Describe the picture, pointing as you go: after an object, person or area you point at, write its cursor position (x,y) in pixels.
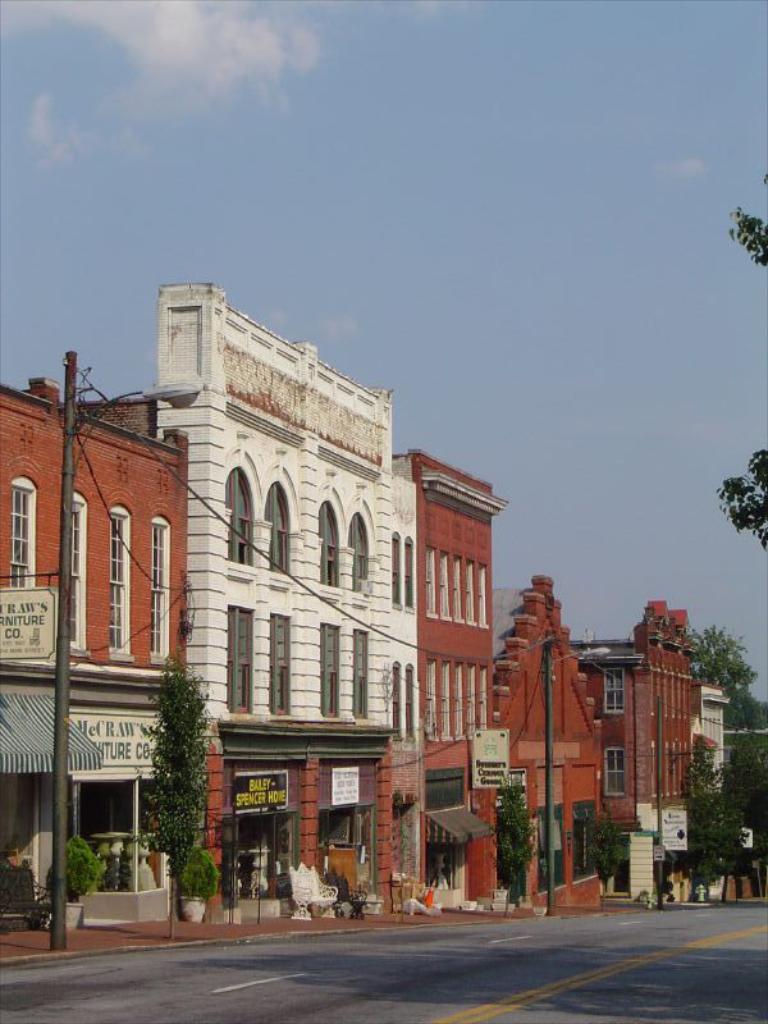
At the bottom of this image (433,988) I can see the road (318,998). In the background (453,675) there are some buildings (144,651), poles (65,630) and trees (201,787). On the right side (741,507) I can see the leaves (759,239) of a tree (748,488). On the top of the image (430,244) I can see the sky (231,202).
